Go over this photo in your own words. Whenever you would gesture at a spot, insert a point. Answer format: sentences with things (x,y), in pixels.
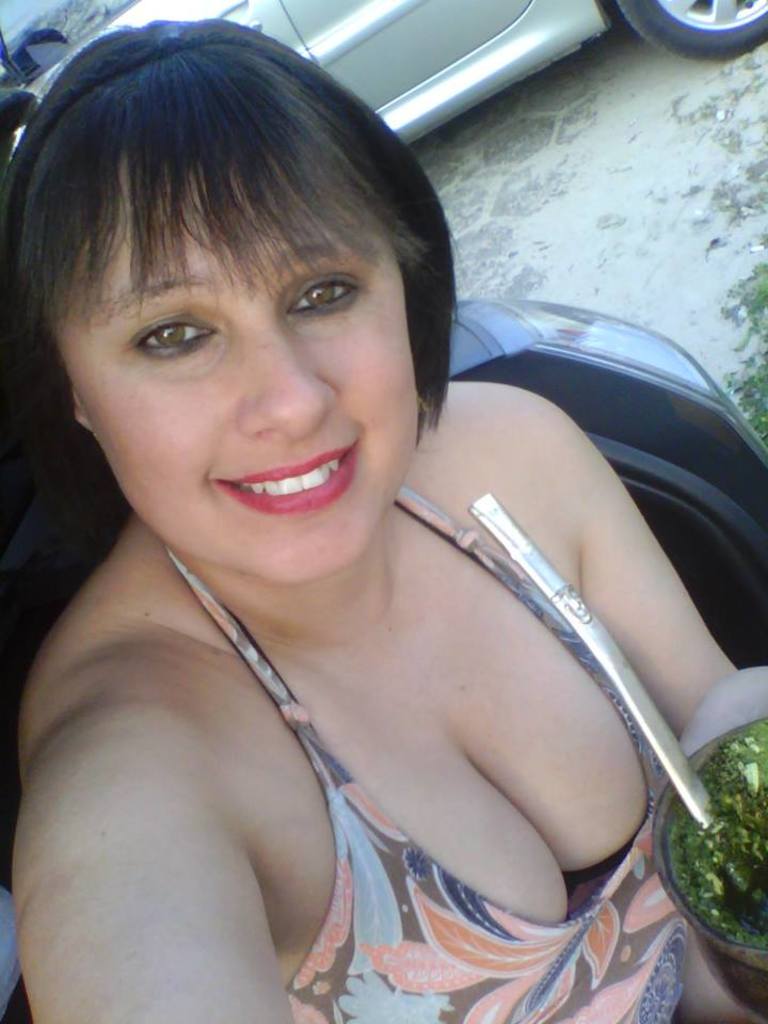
In this image there is a lady (341,652) holding a cup (669,809) of mate (675,870) in her hand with a smile on her face (206,438), behind her there are vehicles (573,339) parked on the surface (559,257).
